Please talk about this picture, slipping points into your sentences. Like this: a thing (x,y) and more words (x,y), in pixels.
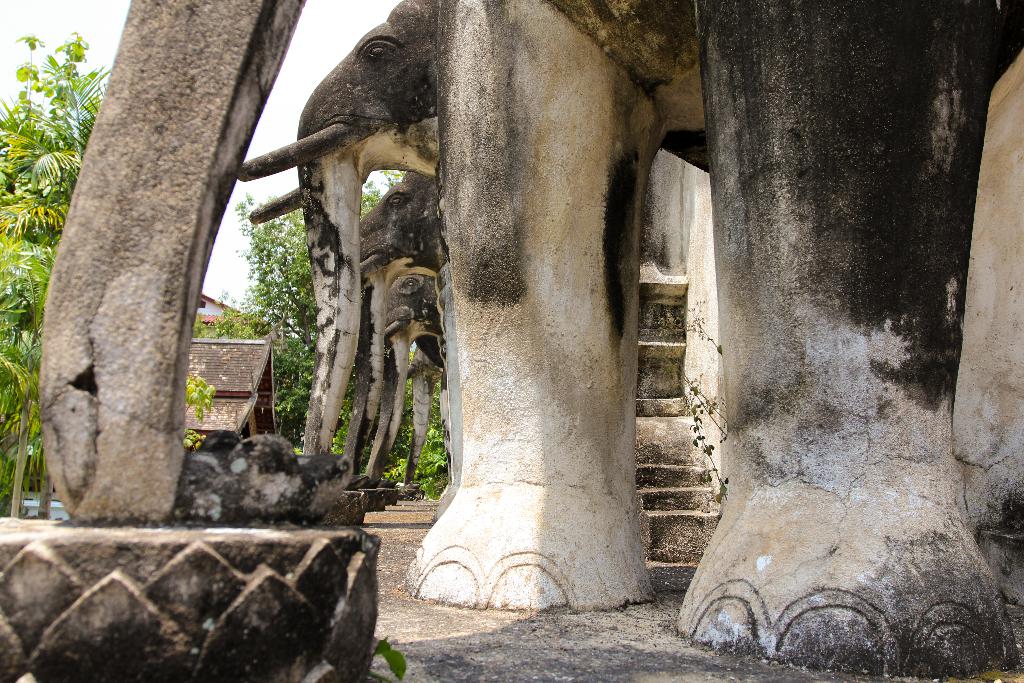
In this image I can see few sculptures of elephants (398,328) and on the left side of this image (25,203) I can see few trees (8,358) and few buildings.
